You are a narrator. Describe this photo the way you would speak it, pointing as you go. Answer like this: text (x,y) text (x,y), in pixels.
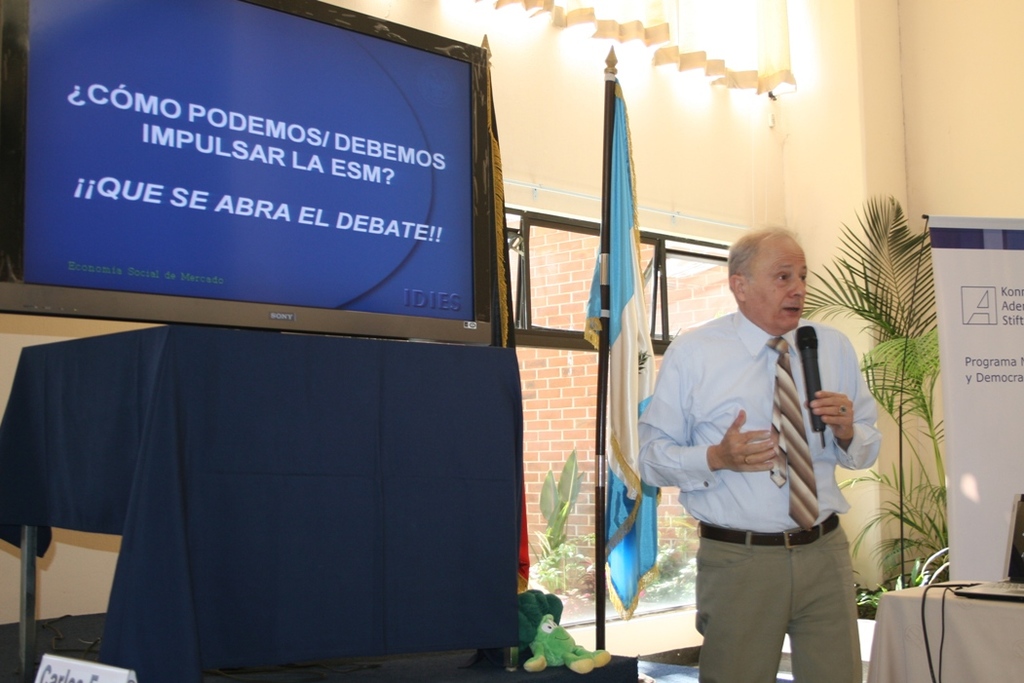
On the right side of the image (731,498) we can see flagpole (605,365), person (769,454), mic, advertisement (950,396), table (934,597) and plant (906,519). On the left side of the image (84,295) we can see television (84,295), table (187,485) and cloth (196,544). In the background (534,94) we can see curtain (780,42), windows (555,285) and wall (673,161).
